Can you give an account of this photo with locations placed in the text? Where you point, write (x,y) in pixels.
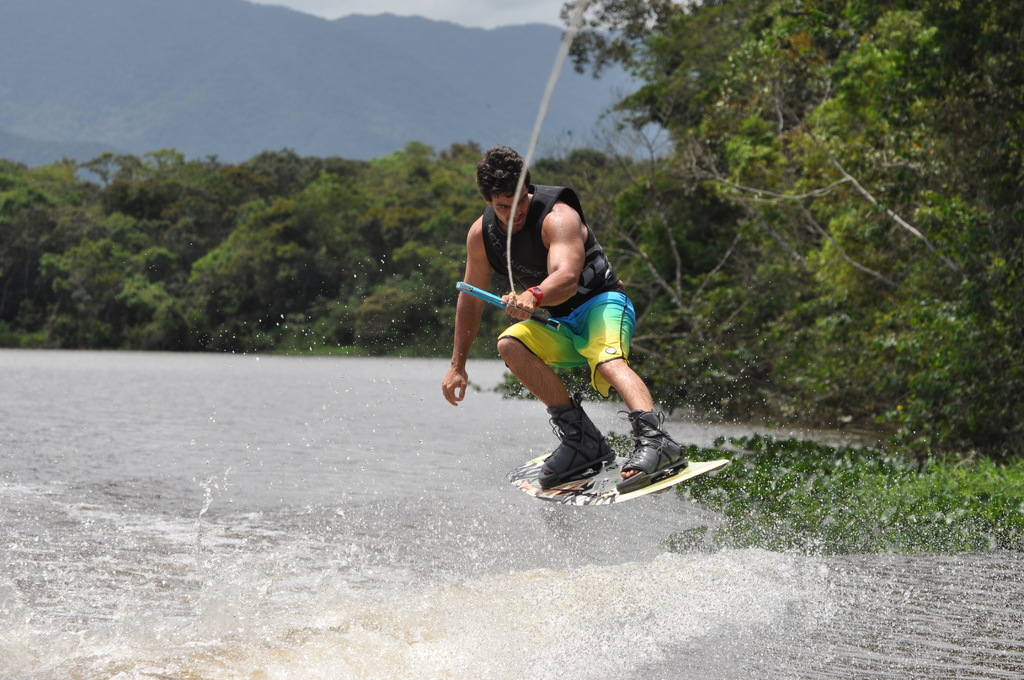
In this image there is a man (584,457) with a surfboard (557,496) is holding a rope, and there is water (497,479), trees (384,242), hills (484,49), sky (509,19).
